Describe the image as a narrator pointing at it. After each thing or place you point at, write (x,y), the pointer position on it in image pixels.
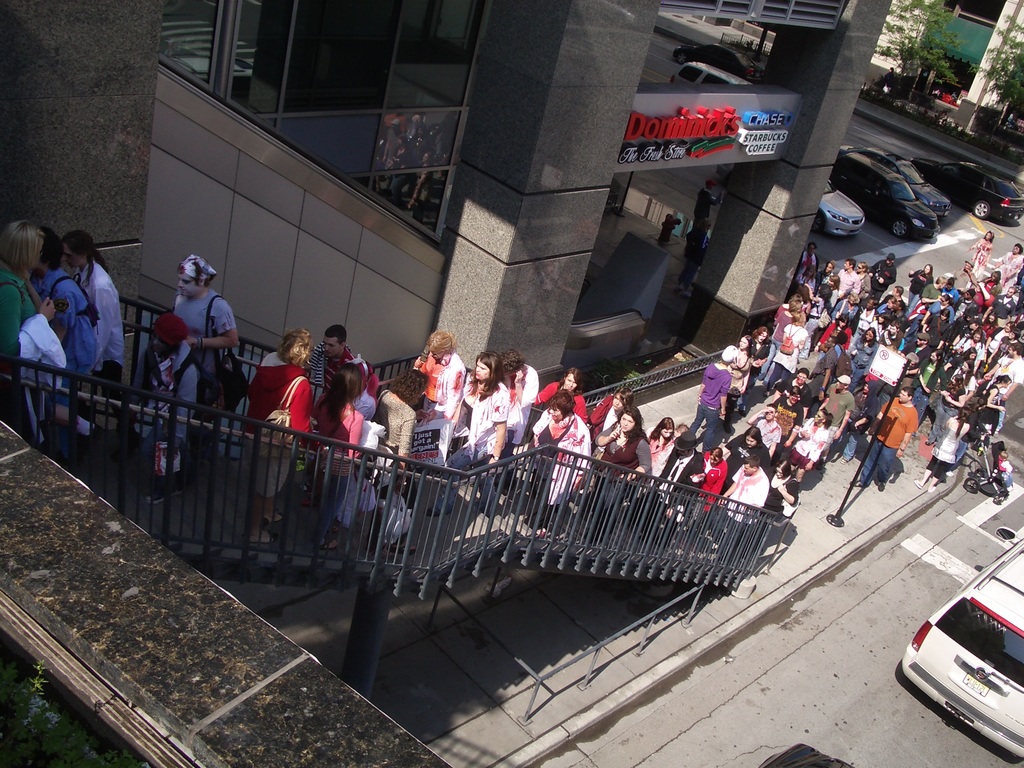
In this image I can see number of people (66,400) are standing. I can also see stairs (444,520), few trees (1017,42) few buildings (836,122), a board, a pole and number of cars (945,197) on these roads (808,651). I can also see something is written over here.
